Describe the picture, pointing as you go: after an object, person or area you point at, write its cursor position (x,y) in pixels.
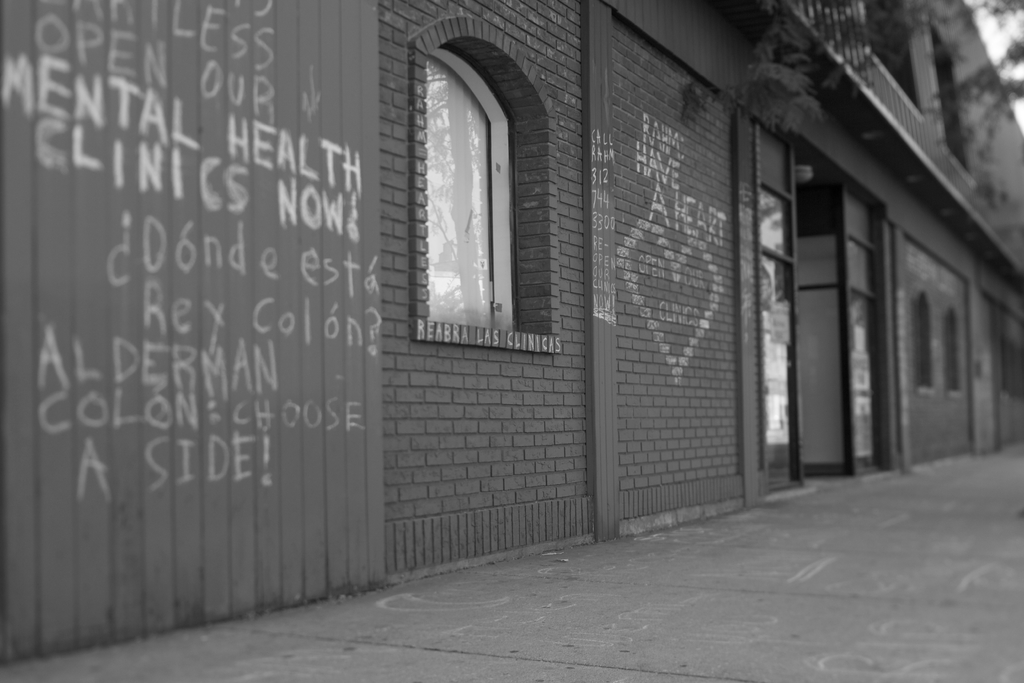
This picture is taken from outside of the building (800,476). In this image, on the left side (332,147), we can see a wall (332,120) with some text (331,167) written on it. On the right side (993,1), we can see some trees (1013,0). In the background (961,235), we can see a building (804,303), window (510,174) and a brick wall (686,246) with some text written on it. At the top (995,58), we can see a sky (994,33), at the bottom (870,622), we can see a road (485,648).
